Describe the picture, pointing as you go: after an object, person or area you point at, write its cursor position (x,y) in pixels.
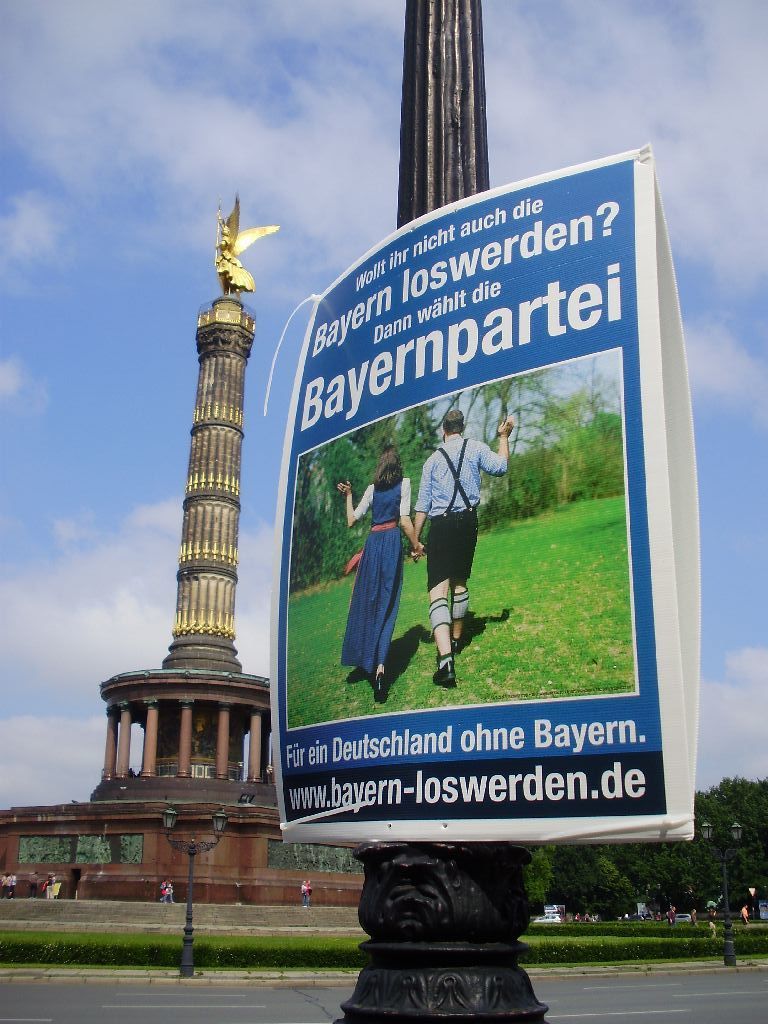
In this image there is a pole (459,995) for that pole (459,1005) there is a poster (416,394), on that poster (381,450) there is some text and a picture (491,628), in the background (96,1017) there is a road light poles (208,844), trees (764,825) and a tower (198,561) and the sky (224,153).
